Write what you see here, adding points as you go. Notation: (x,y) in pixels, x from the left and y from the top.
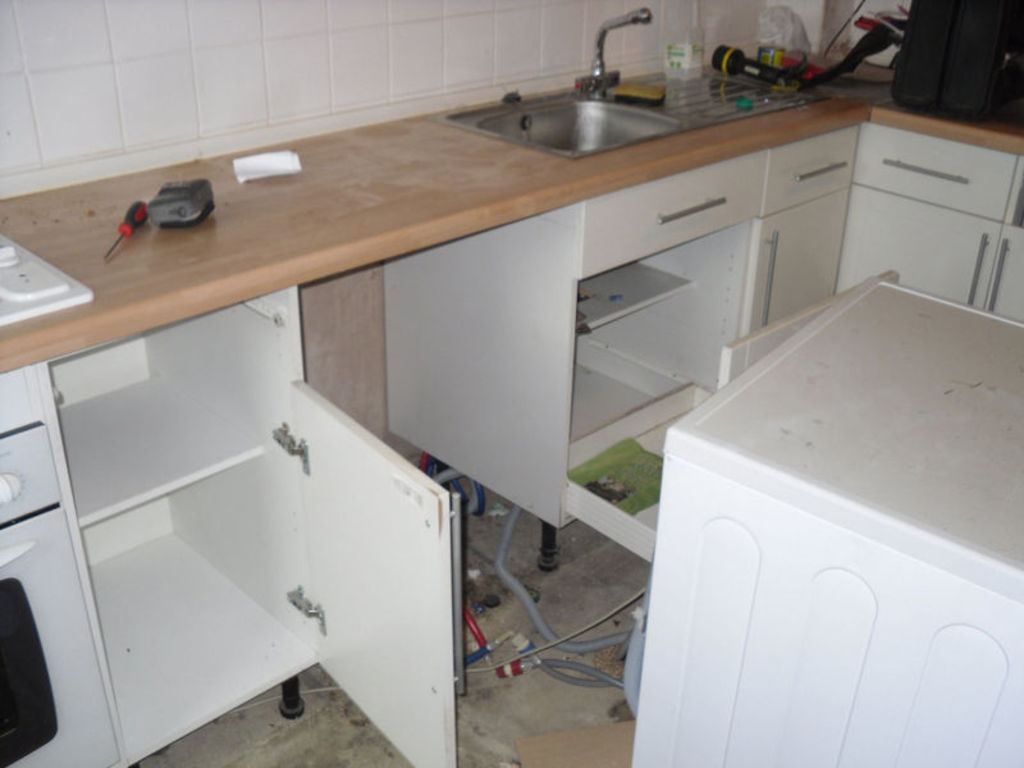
In this image we can see a wooden table (601,174), there are some objects (681,66) on it, there is a sink (699,95), there is a tap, there are cupboards (777,168), there is a wall (324,62).
